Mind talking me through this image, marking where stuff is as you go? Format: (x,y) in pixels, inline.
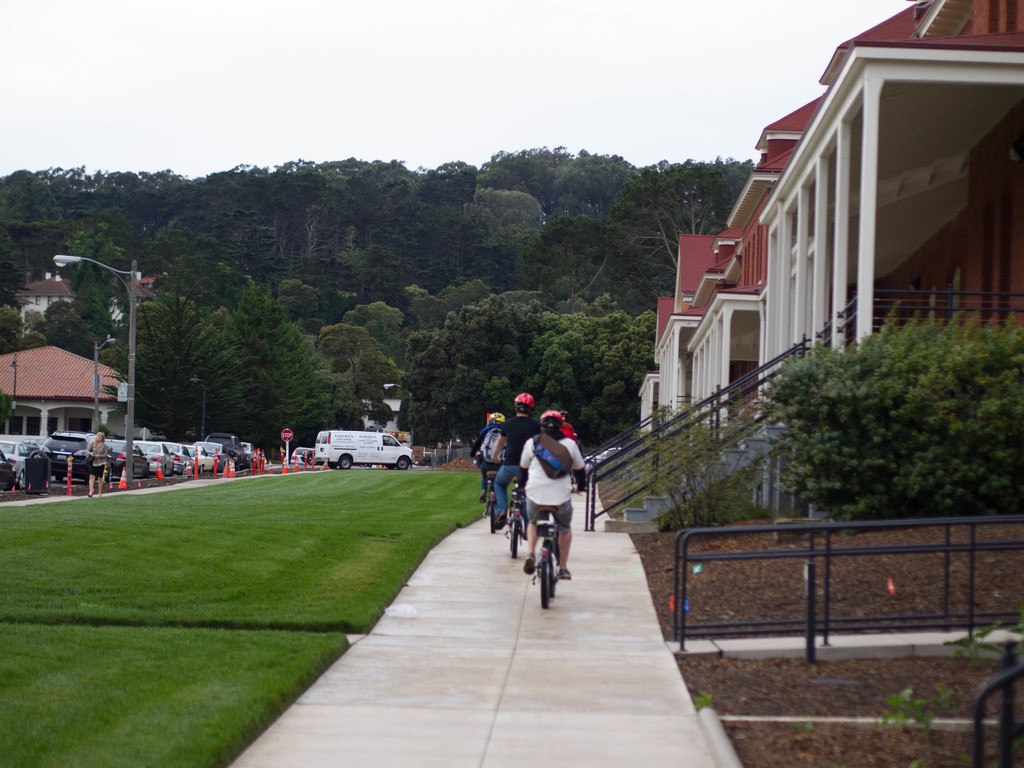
In this image I can see there are few persons (527,449) riding on bi-cycle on the road (470,598) in the middle (519,422), there are houses (26,424), vehicles (84,435), street light pole (133,380), divider pole (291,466) and some trees (328,375) visible on the left side (15,268), on the right side (793,356) there is a building (773,299), staircase (721,393) and trees (903,455), fence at the top (587,77) there is the sky (500,77).
